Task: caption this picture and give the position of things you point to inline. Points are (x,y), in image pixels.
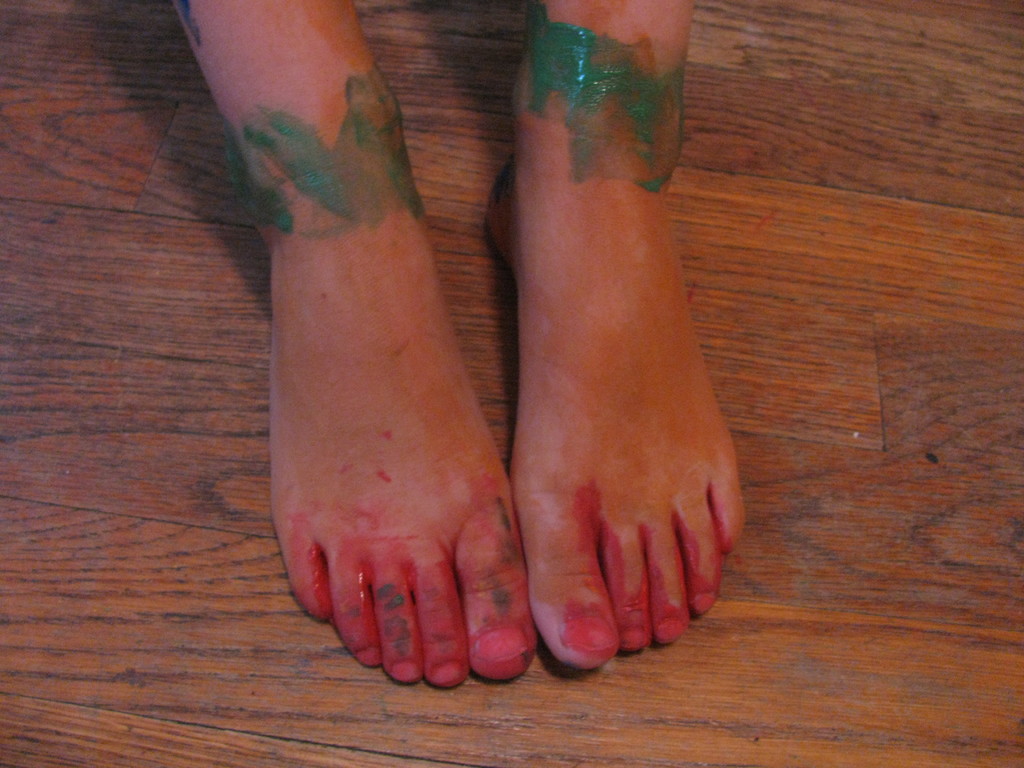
In this image, we can see the legs (610,392) of a person (582,286) on the wooden surface (861,152).
